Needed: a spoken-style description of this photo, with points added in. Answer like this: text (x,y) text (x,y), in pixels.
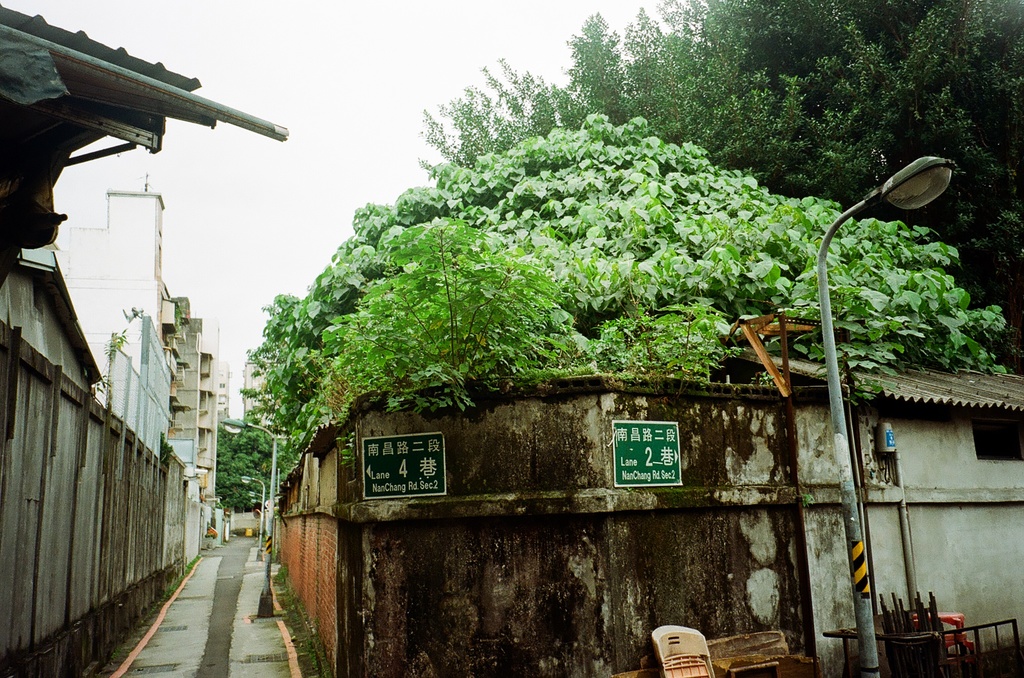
In this image I can see number of buildings (104,302) on the left side (177,339). I can also see a path (242,546) and few street lights (274,445) near these buildings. On the right side of this image (800,92) I can see number of trees (749,116), few green colour boards (412,484), one more street light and on these boards (430,476) I can see something is written. On the bottom right side of this image (697,641) I can see few other stuffs (968,660).
